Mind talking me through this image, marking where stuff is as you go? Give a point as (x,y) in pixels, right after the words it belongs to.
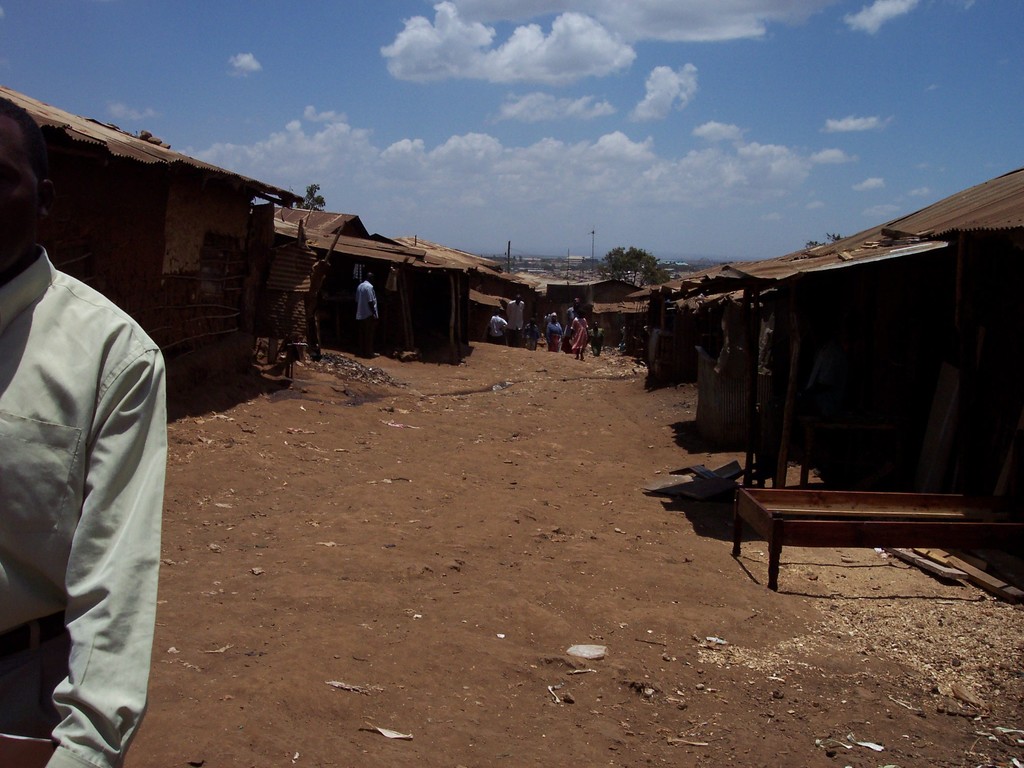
This image consists of small houses (600,296) and huts (417,334). And there are many people (497,308). At the bottom (568,614), there is a road (633,368).
